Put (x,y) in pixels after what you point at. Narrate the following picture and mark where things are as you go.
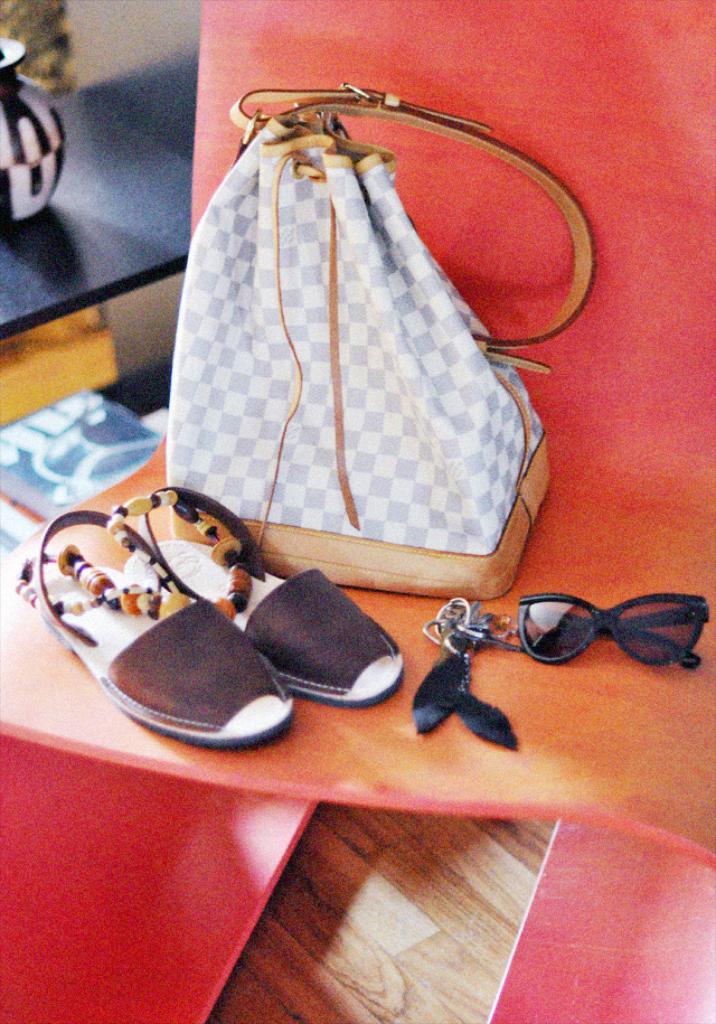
In this image we can see a bag (321,396), footwear (243,685), keys (491,711) and glasses (650,624) placed on chair (53,687).
